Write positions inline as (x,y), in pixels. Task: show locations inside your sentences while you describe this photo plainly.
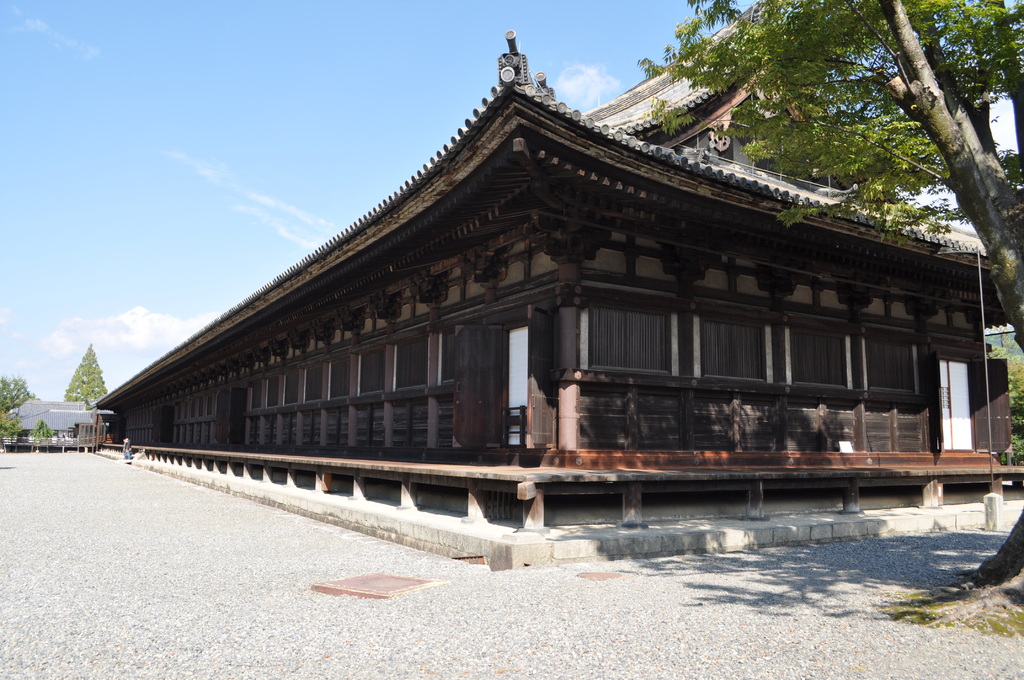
In this image I can see a building (590,340) and windows (659,337). I can see trees (820,65). The sky (199,109) is in blue and white color.
